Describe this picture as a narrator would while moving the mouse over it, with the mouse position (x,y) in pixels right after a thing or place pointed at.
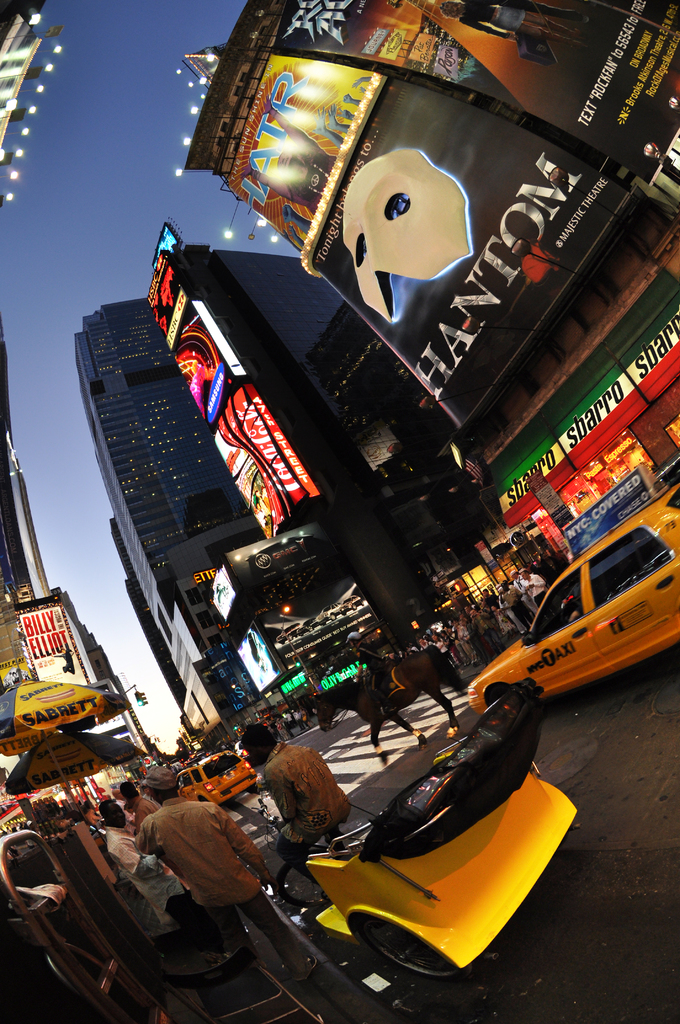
In this image we can see buildings (136,553). At the top of the image (132,129) there is sky (122,170). At the bottom of the image (621,704) there is road (663,881). There are vehicles (623,572) on the road (365,764). There are people (301,798). There is a horse (339,690).
